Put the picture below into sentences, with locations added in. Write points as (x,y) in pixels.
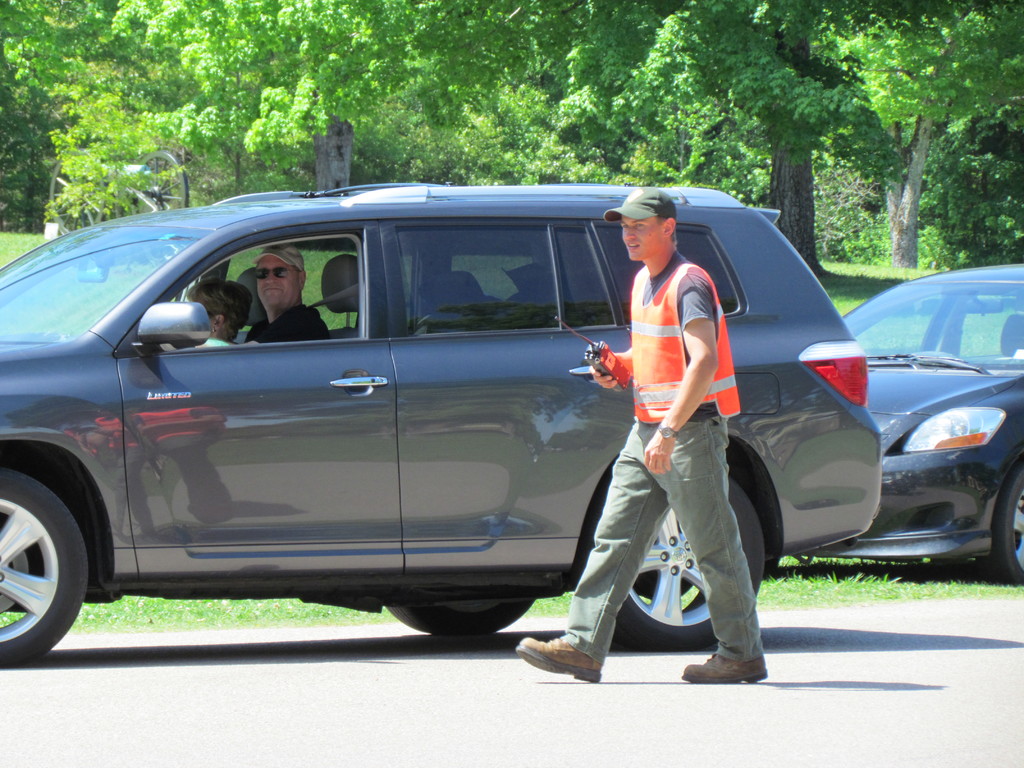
This is an outside view. There is a person (716,505) walking on the road (521,664). Just beside this person (673,378) there is a vehicle (413,381). On the right side of the image (973,379) there is a car (976,365). In the background (601,92) we can see trees (655,66).
